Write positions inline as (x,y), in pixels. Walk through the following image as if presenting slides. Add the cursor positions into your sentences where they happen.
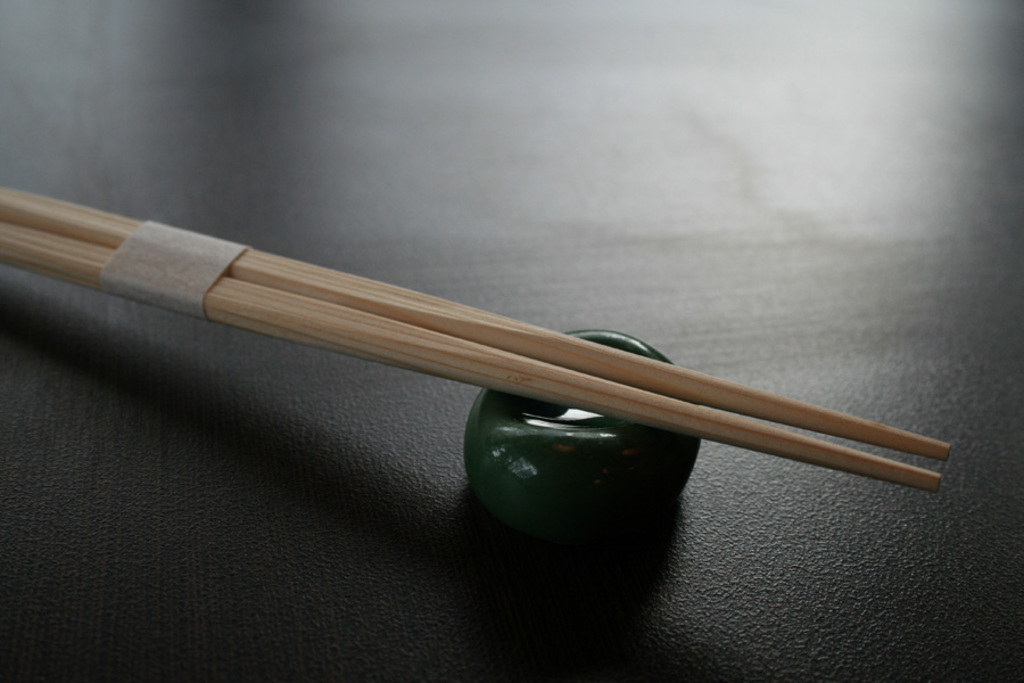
In this image I can see two wooden chopsticks (300,297) tied up with a small piece of paper (176,272). This is a small stone (545,472) which is in green color.
